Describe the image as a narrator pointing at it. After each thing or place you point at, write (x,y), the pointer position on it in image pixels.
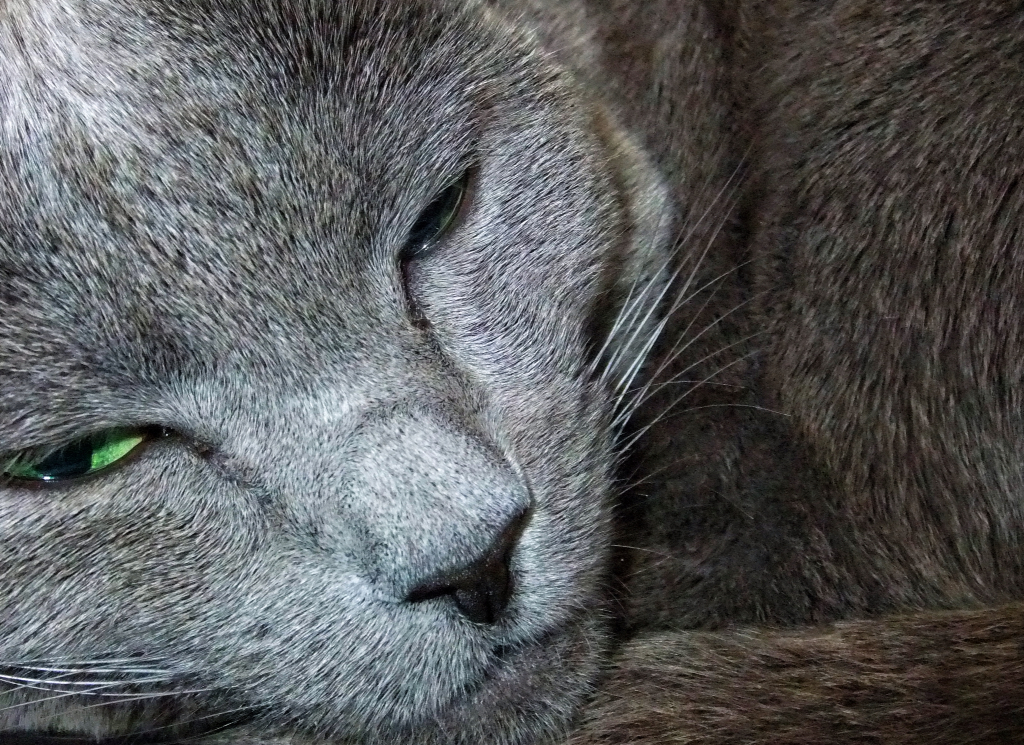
In the image there is an animal (354,223) with grey color. And its eyes (136,444) are in green color.
